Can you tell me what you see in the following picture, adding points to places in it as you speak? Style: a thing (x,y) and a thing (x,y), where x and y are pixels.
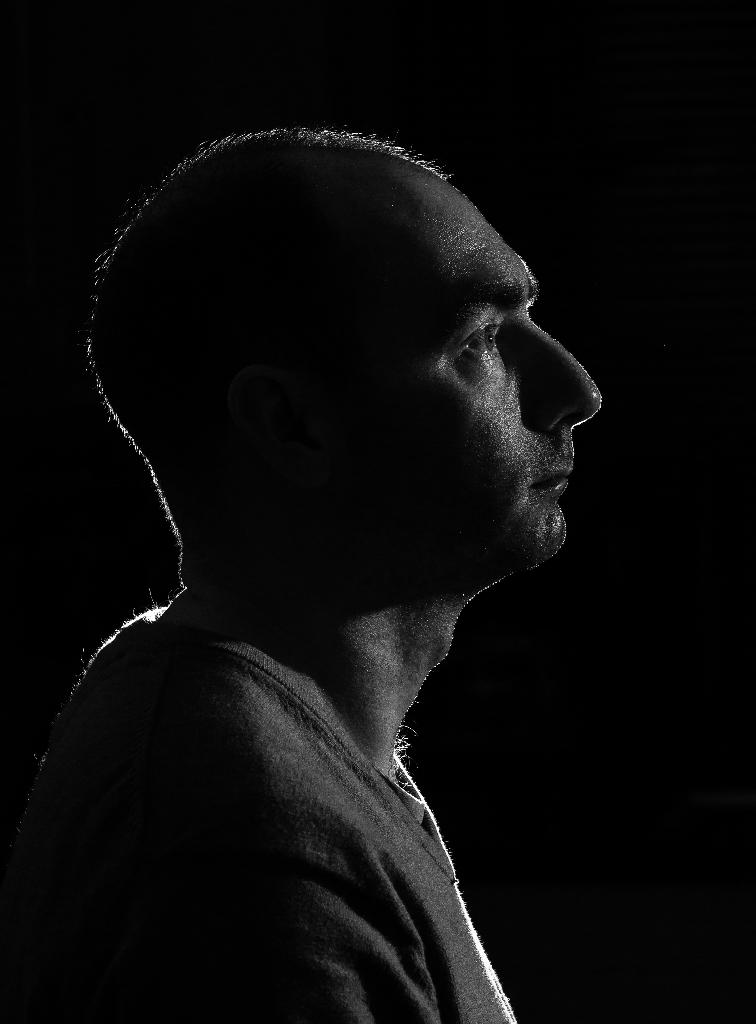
In this image we can see black and white picture of a person (25,865).
